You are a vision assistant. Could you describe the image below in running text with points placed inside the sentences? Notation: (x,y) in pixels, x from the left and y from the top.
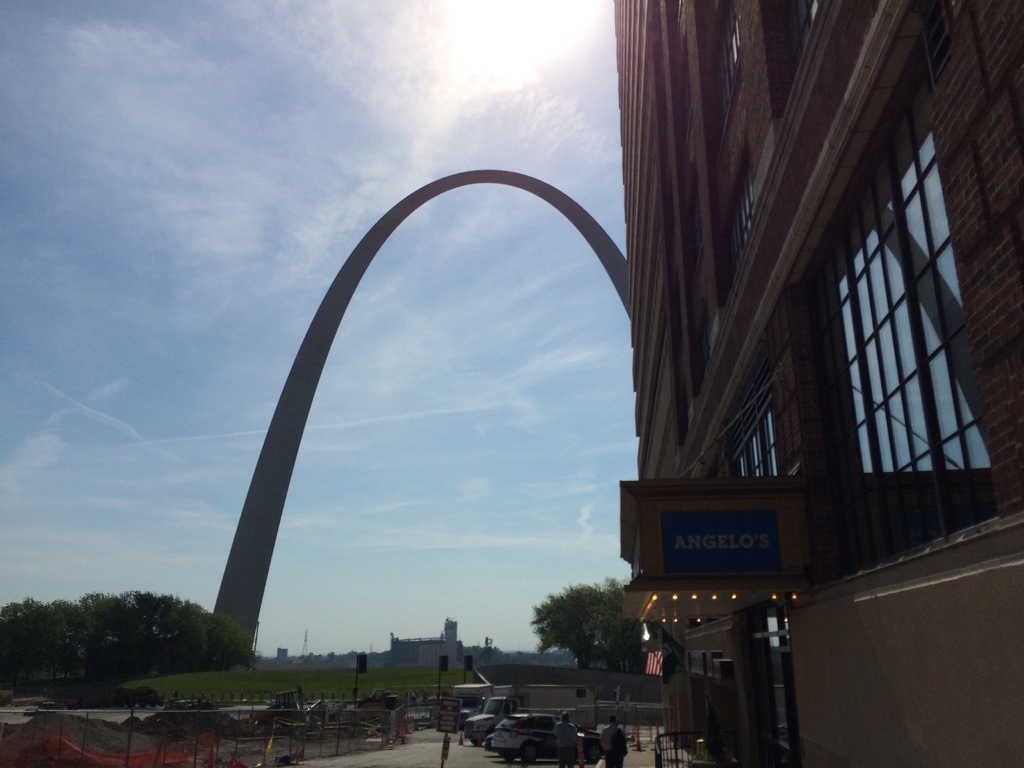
In this picture I can see the building (738,324). In the background (609,612) I can see the monument (224,612), towers (438,654), poles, trees (595,615), plants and grass (316,685). On the left (32,724) I can see the dirt (45,717) and fence (48,726). At the top (202,108) I can see the sun (512,15), sky (190,103) and clouds (248,68).
